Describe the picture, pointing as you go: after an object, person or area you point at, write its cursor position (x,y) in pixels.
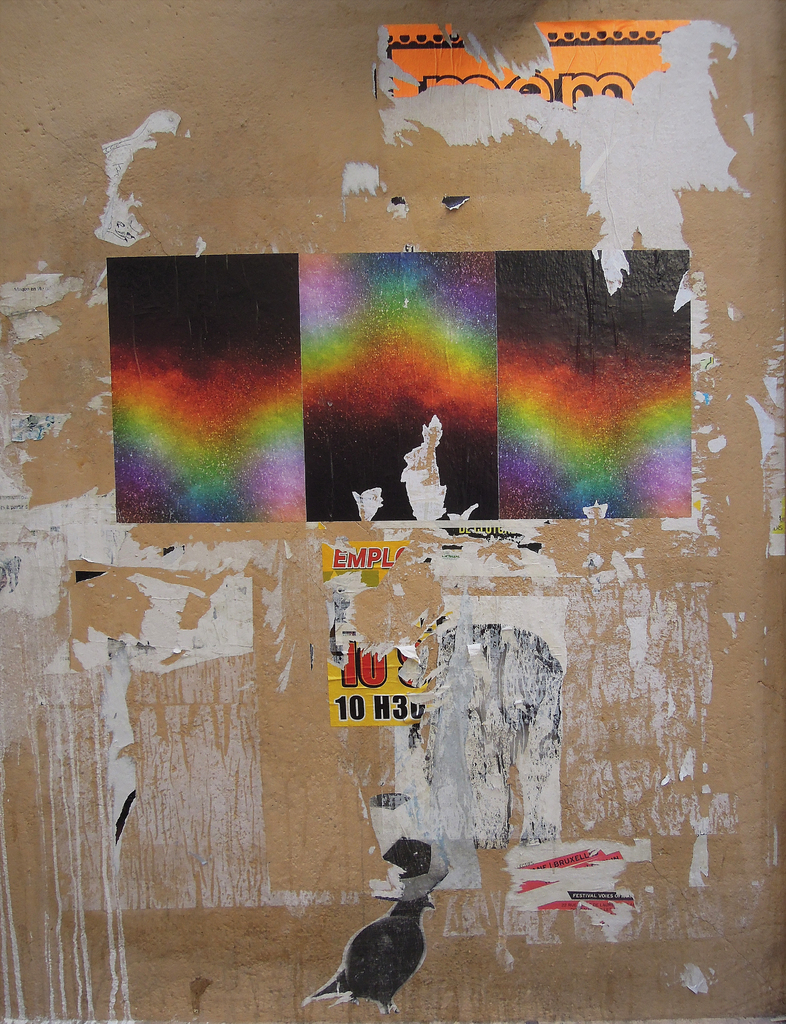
In this picture I can see few posters (403,408) on the wall (174,225).
